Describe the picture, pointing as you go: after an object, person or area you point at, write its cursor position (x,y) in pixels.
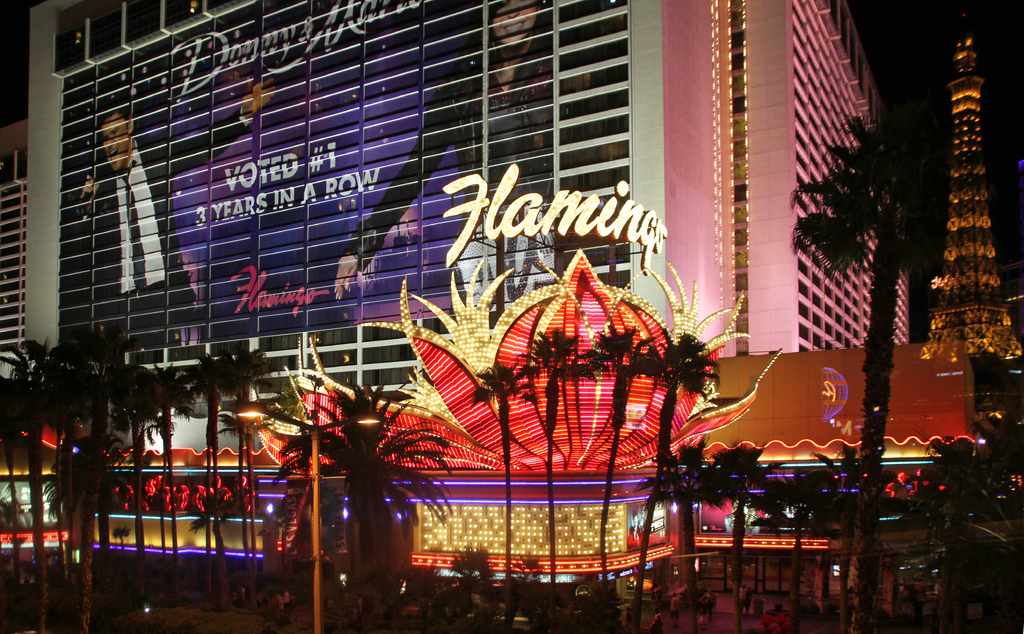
In this image, we can see a few buildings (842,300). We can see an Eiffel tower (968,323) on the right (965,181). We can see some lights (312,399). We can see a poster (434,203) with some images (480,66) and text (305,183) is on one of the buildings (486,78). We can see a few trees (358,392), people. We can see the ground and the sky (912,55). We can see a pole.
